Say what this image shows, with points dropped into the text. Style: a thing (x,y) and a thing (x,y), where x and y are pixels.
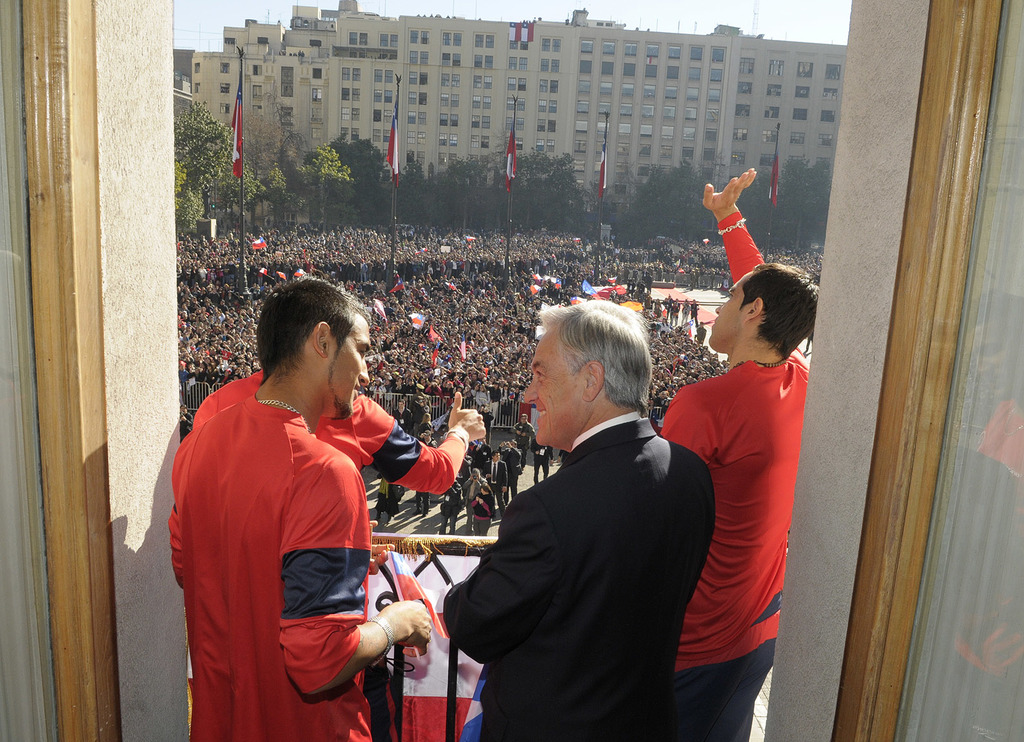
There are four persons (368,639) standing. On the background (394,181) we can see group of people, trees (471,195), flags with poles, buildings (421,149) and sky (703,15).
